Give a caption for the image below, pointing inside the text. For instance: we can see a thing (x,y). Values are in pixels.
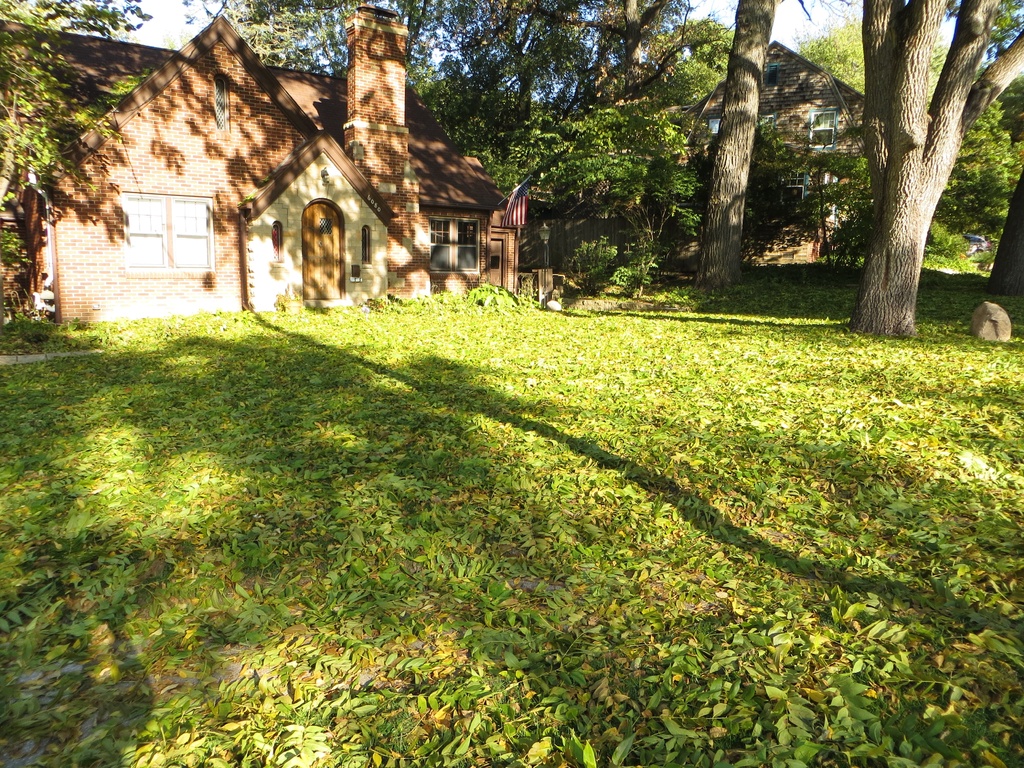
In this image there are plants (250,585) and grass (699,482) on the ground (587,461). To the left (261,208) there is a house (282,205). On the house (489,203) there is a flag (518,199). In the background (591,175) there are trees (459,93) and a house (782,69). At the top (801,35) there is the sky (173,9). To the right (983,322) there is a rock (978,319) on the ground (952,316).
